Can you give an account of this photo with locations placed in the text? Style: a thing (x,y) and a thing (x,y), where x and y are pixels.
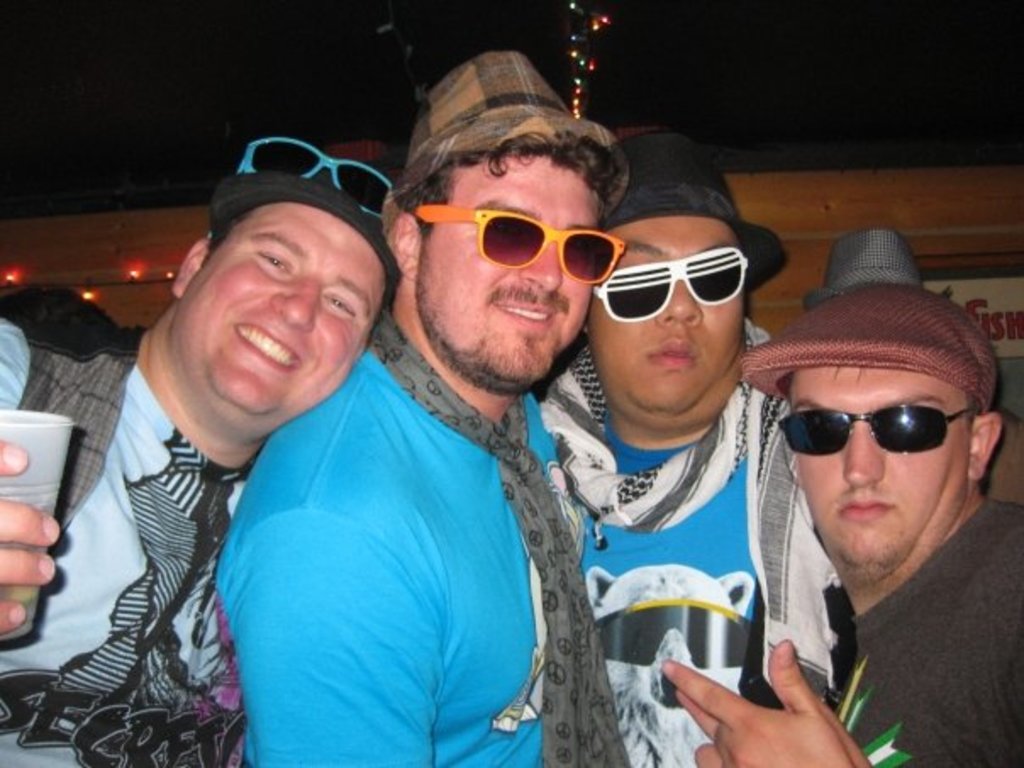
In the image we can see there are people (696,612) standing and there are three men (573,339) wearing hats (813,359) and sunglasses (506,258). There is a man (130,669) holding glass (4,419) in his hand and behind there are lights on the top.
